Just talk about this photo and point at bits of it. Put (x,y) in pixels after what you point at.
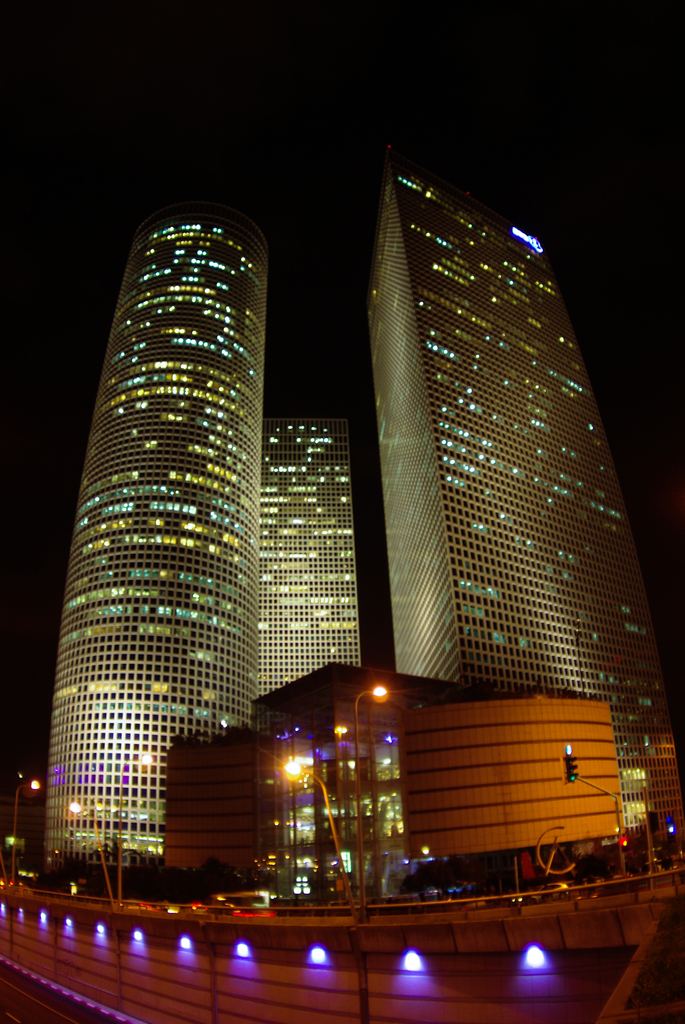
In the image I can see buildings (366,681), traffic lights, pole lights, fence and vehicles (520,901) on the road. In the background (88,357) I can see the sky (67,330) and some other objects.
